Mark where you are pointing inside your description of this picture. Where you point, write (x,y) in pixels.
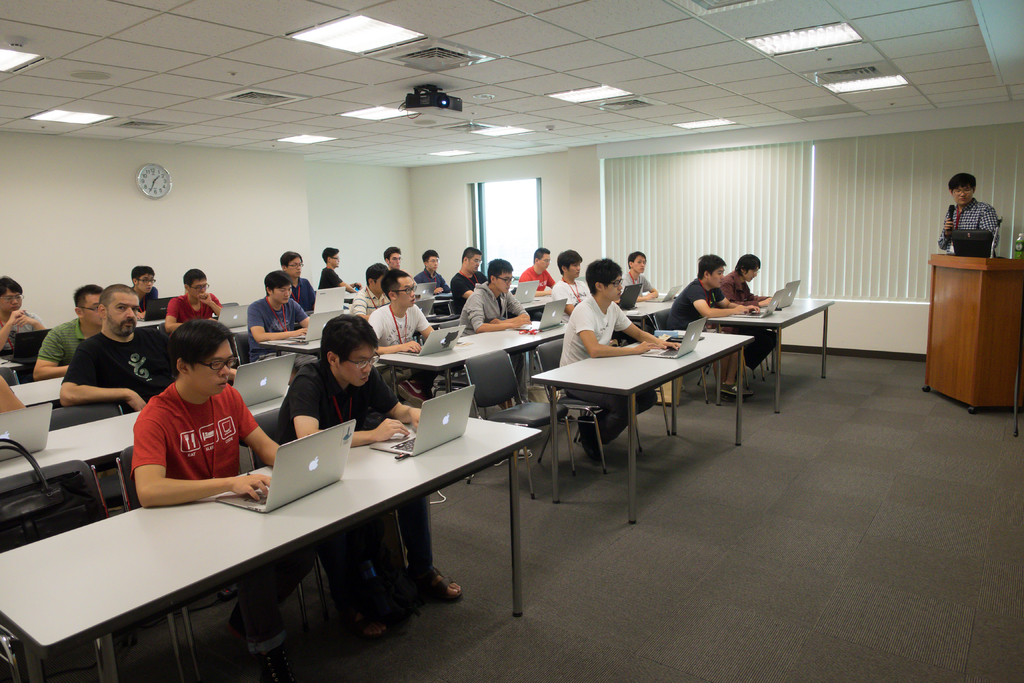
In this image there are group of people (390,389) sitting and working on a laptop (436,416), the man (962,208) standing here and holding a microphone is talking in front of a podium (964,275) and at the right side (792,232) i can see a window (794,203), at the back ground (280,164) there is a clock (161,197) attached to a wall (166,227) at the top (421,88) there is a projector (439,100) and a light (358,42).
